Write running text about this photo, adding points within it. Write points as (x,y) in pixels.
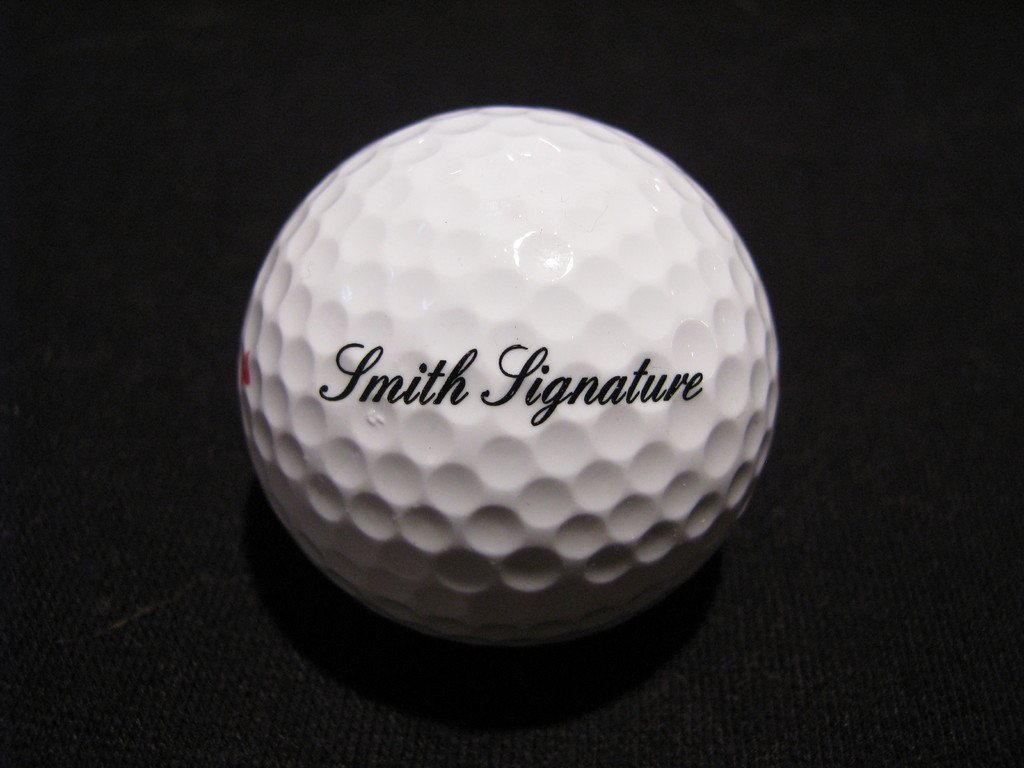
In this picture we can see a white ball (356,375) on the black object (491,700) and on the white ball (446,393) it is written as " Smith Signature".
